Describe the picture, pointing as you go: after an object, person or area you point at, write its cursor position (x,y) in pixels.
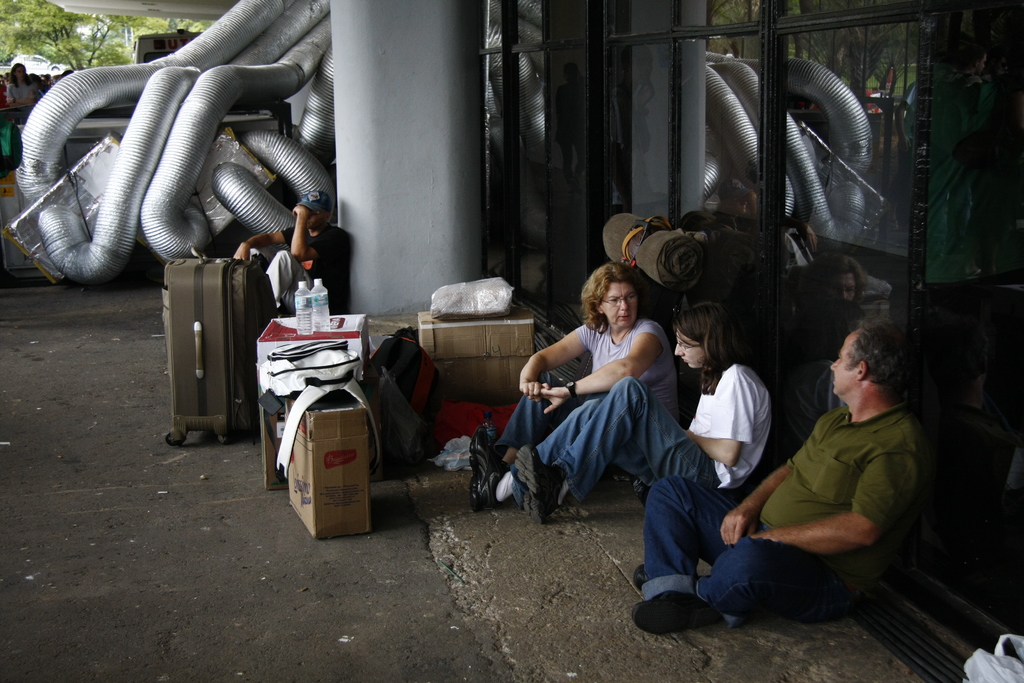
In this image there are two men (660,504) and two women (618,380) sitting on the road (239,598), there are objects (360,355) on the road (174,585), there is a pillar (462,263) towards the top of the image (405,127), there is a glass wall (786,149) towards the right of the image (957,201), there is an object (1011,645) towards the bottom of the image (998,662), there is a roof (131,5) towards the top of the image (112,7), there is a woman (33,87) standing, there is an object (3,183) towards the left of the image (26,145), there are trees (75,26) towards the top of the image (51,28).
